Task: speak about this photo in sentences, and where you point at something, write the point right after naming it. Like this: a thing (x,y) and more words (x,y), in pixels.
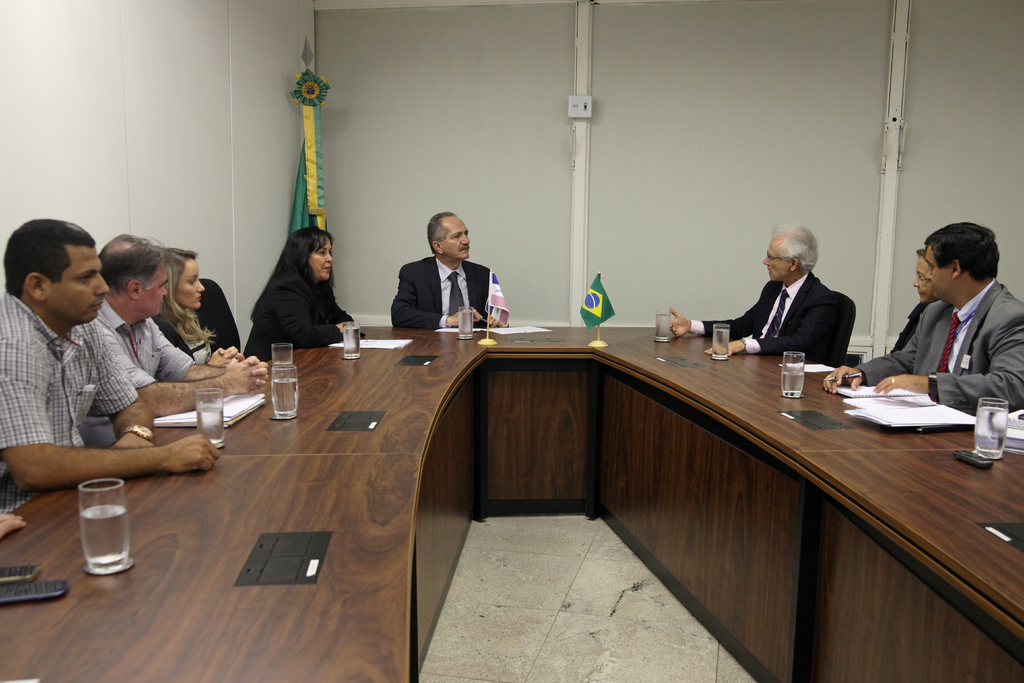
This image is clicked in a meeting. Here are eight people (960,345) sitting around the table (342,355). On the table (855,480), we can see glass (99,534), mobile phones (65,584), book (244,415) and a flag (598,340). On the right of this picture (994,390), three people (748,321) sat on the chair (843,350). On the left (85,331), we can see five people (59,271) and these people (399,290) are looking to the one who is sitting on the right (806,348) and talking. Behind them, we can see white wall (556,117) and green flag (317,100).
